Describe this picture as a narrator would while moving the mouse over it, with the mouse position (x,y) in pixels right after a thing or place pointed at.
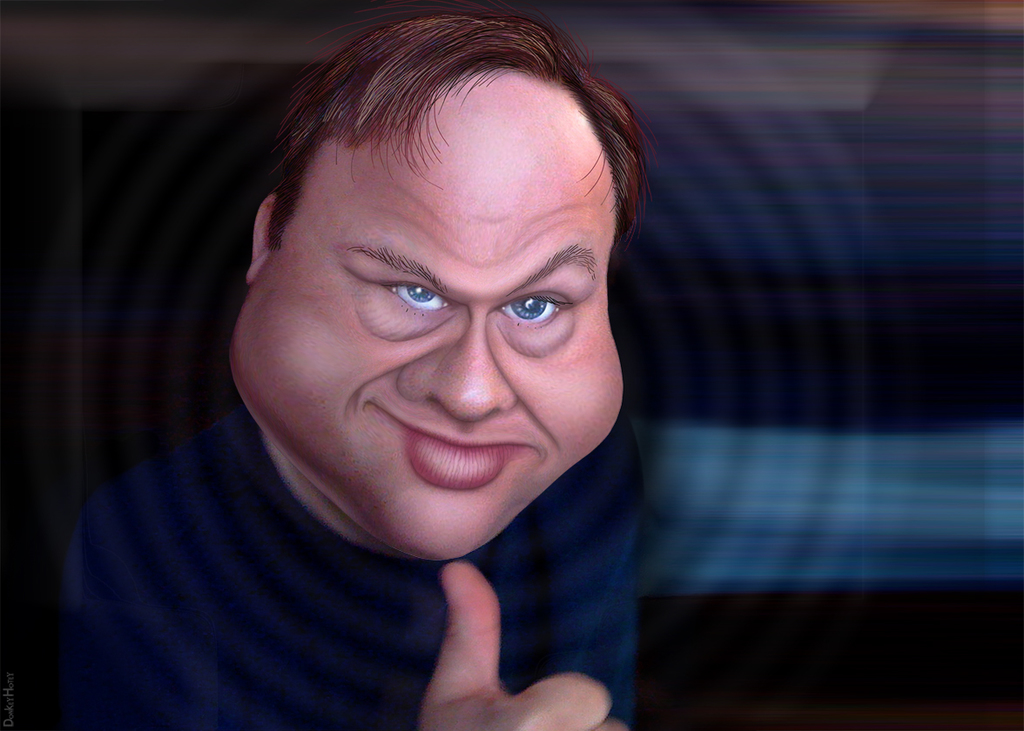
In front of the image there is an animated image of a person (469,227) and the background of the image (226,31) is blur. There is some text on the left side of the image (11,681).
